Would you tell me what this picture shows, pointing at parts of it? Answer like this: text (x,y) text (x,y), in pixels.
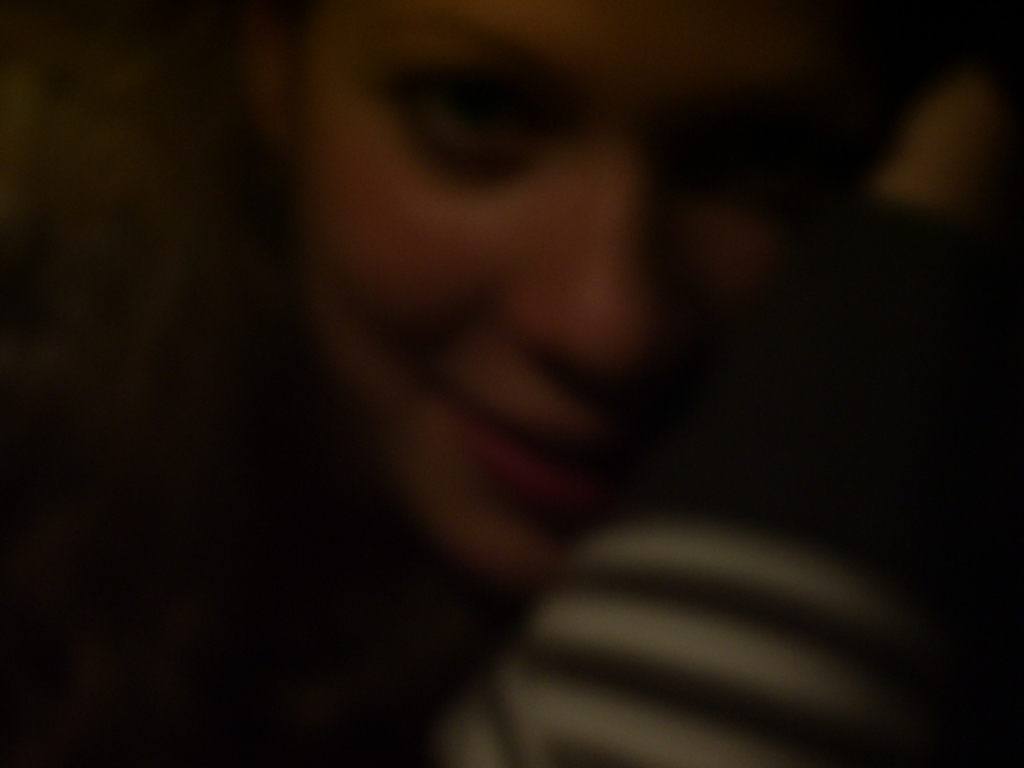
In this image, we can see a person (585,502) smiling.
